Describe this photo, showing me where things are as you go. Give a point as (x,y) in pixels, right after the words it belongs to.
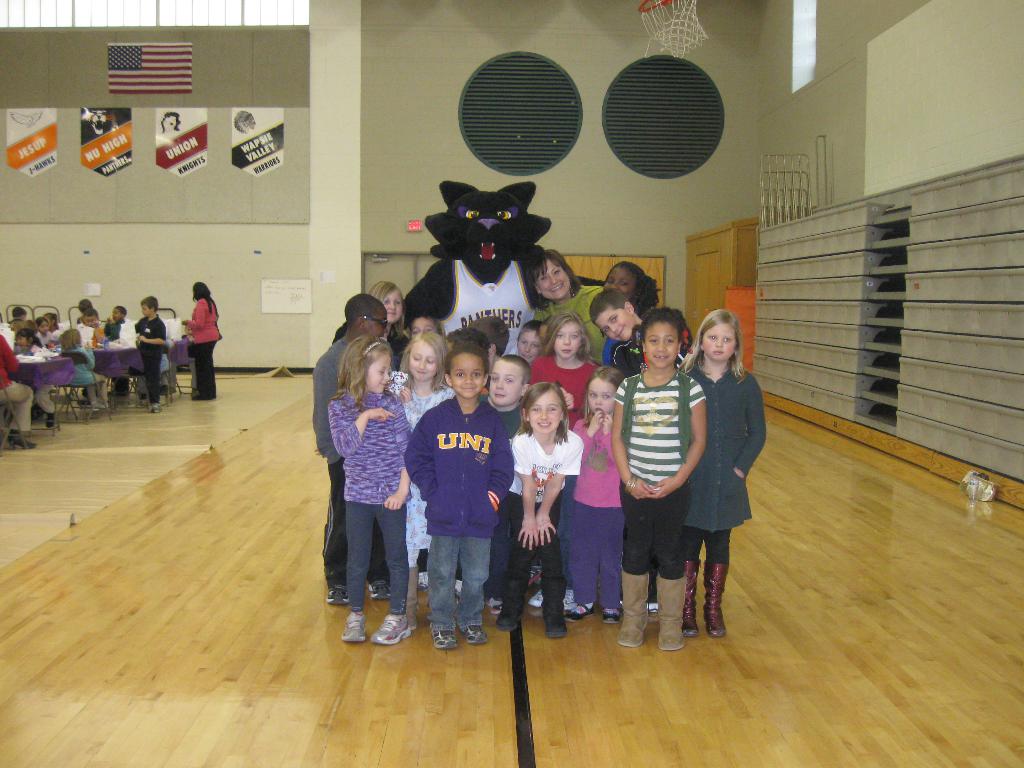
In this picture we can see a bunch of kids (663,469) and a woman (560,289) posing with a person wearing an animal costume (510,270). In the background (24,400) there are many kids (91,381) sitting on the chair (82,359) near the table (97,352).
